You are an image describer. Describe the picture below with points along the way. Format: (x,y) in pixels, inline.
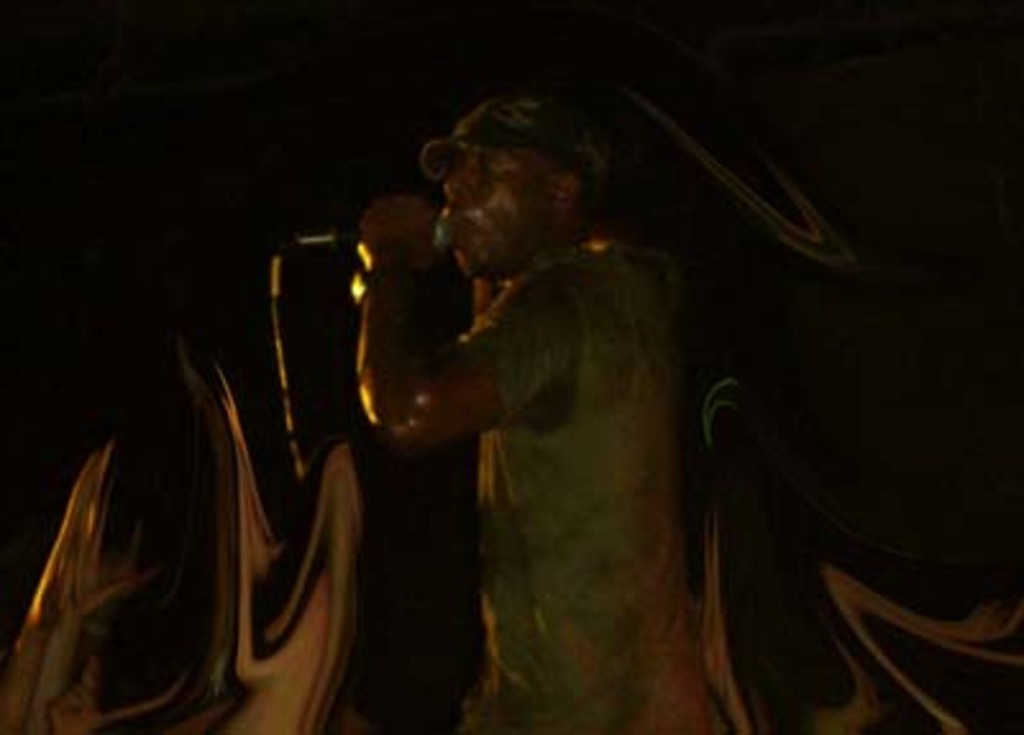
In this image, we can see a man (639,419) standing and holding a microphone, there is a dark background (817,48).
